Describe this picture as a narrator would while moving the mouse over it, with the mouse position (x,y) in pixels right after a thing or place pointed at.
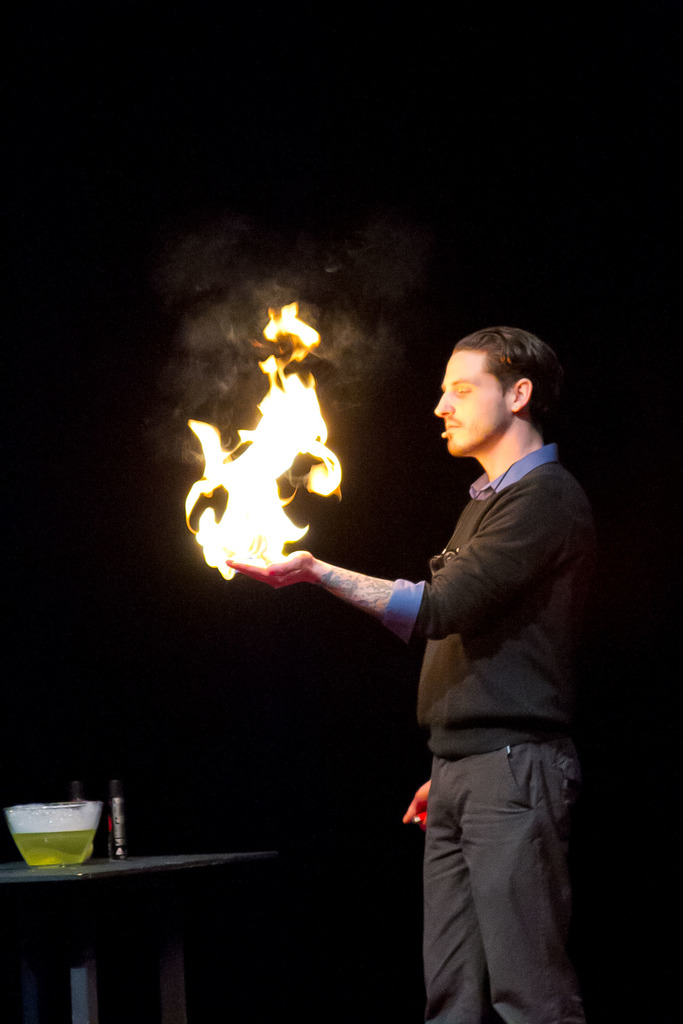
In this image on the right (506,594), there is a man (513,582), he wears a sweater (509,545) over a blue shirt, trouser (461,825), he is holding fire (284,530). On the left (119,875) there is a table (152,872) on that there is a bowl (83,813) and bottle (115,812).
